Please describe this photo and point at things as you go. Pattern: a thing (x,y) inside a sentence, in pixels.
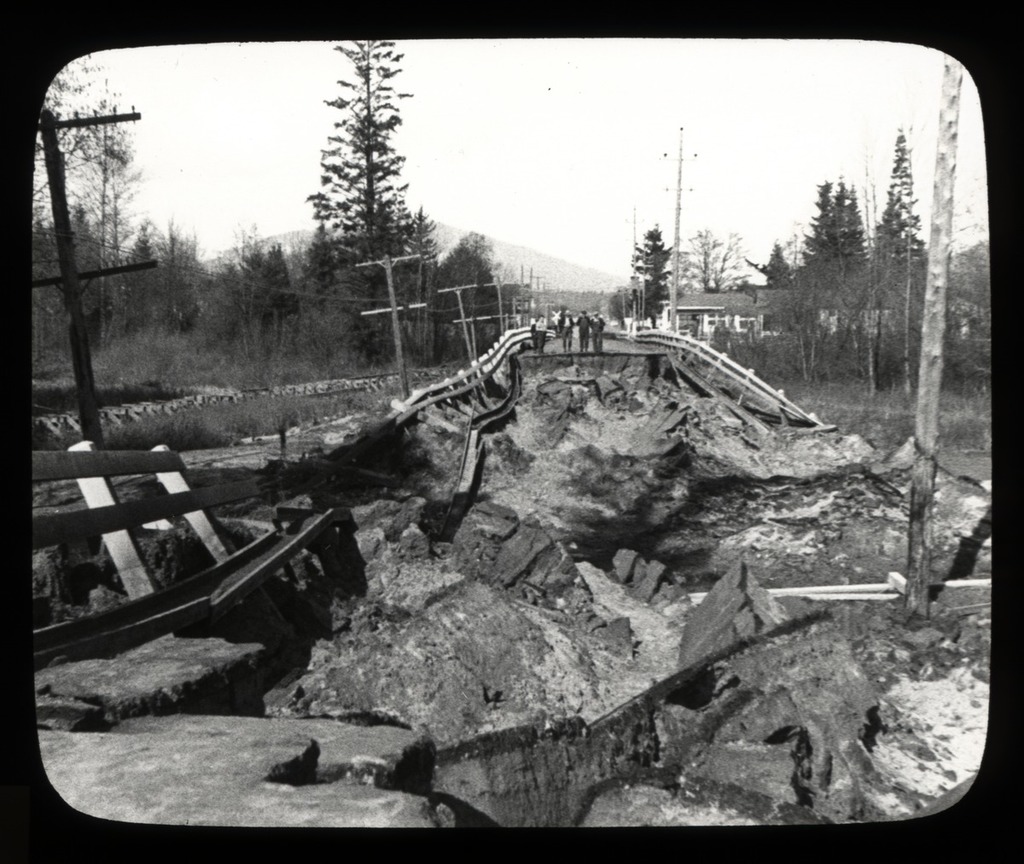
In this picture there is view of the damaged bridge (425,594). On the left side (76,470) there is some metal fencing guards (143,520) are placed on the ground (645,457). Behind there are four persons (592,332) standing and looking to the bridge (599,500). In the Background (403,301) there are some street poles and many trees (436,318).
